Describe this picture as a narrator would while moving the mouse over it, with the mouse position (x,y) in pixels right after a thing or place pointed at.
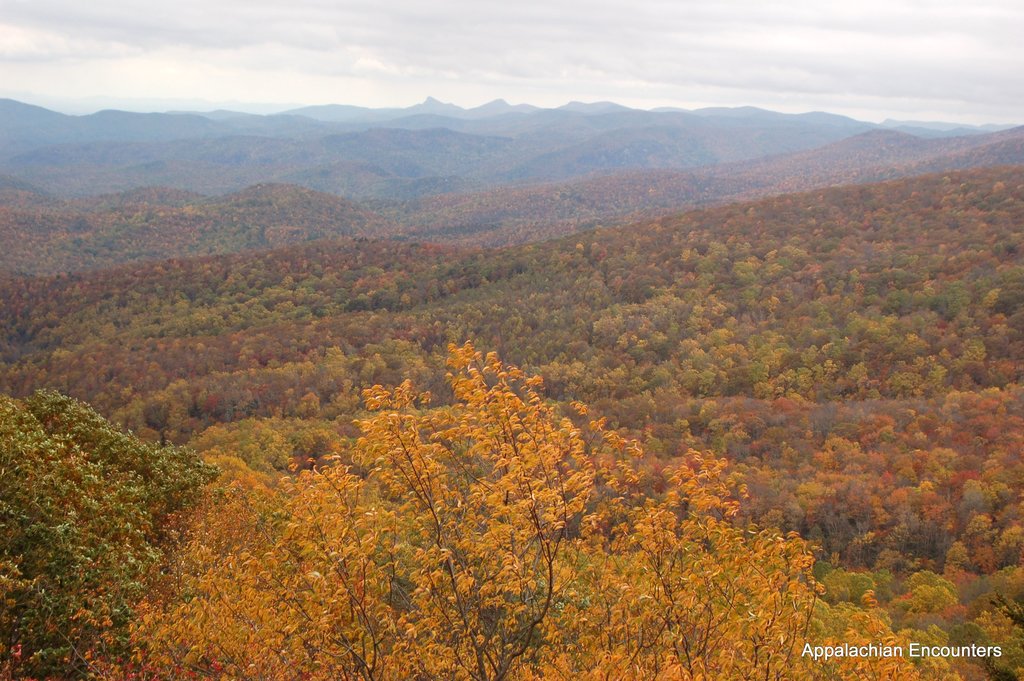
In this image we can see many hills (516,234). There are many trees (598,374) in the image. There is a cloudy sky (522,54) in the image.
